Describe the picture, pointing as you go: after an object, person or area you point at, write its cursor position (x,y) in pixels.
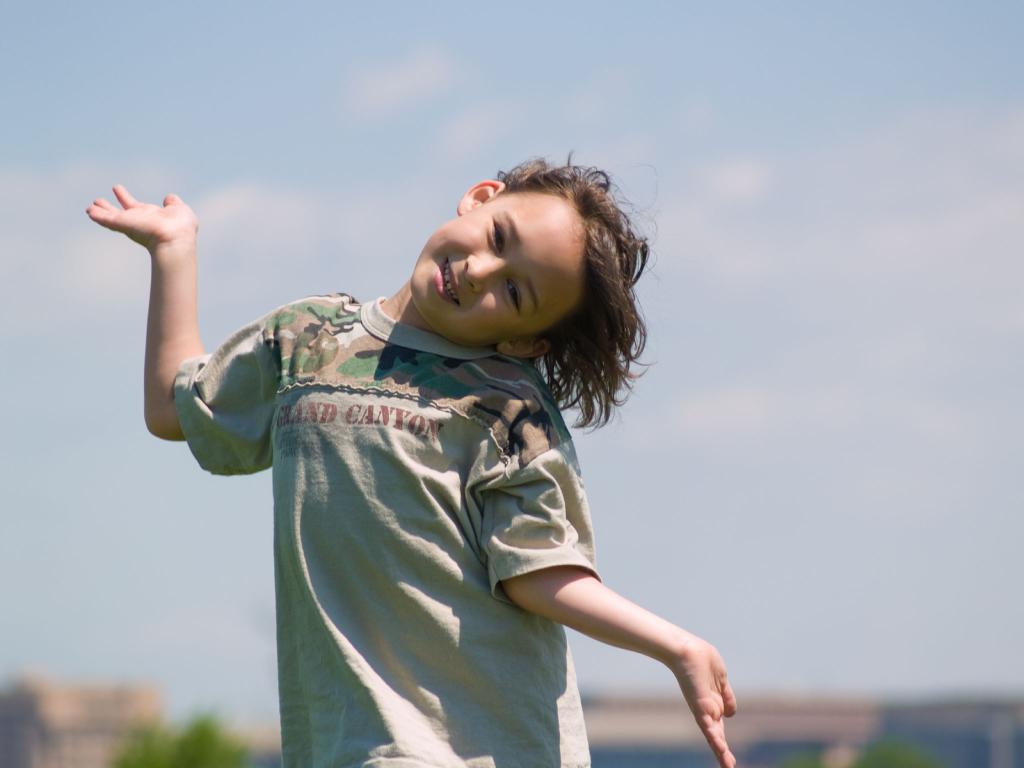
In this image we can see the child (446,465) and blurred background (67,253).
